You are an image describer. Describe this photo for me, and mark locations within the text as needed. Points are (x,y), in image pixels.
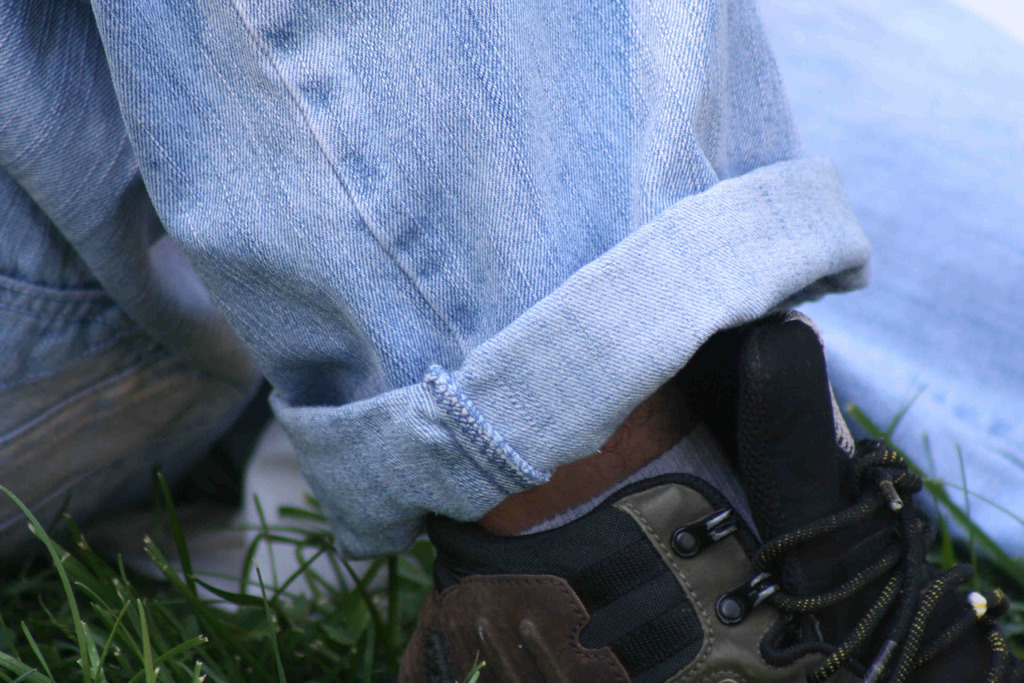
In this image, we can see the legs (842,370) of a person (861,472) on the grass (374,592).
